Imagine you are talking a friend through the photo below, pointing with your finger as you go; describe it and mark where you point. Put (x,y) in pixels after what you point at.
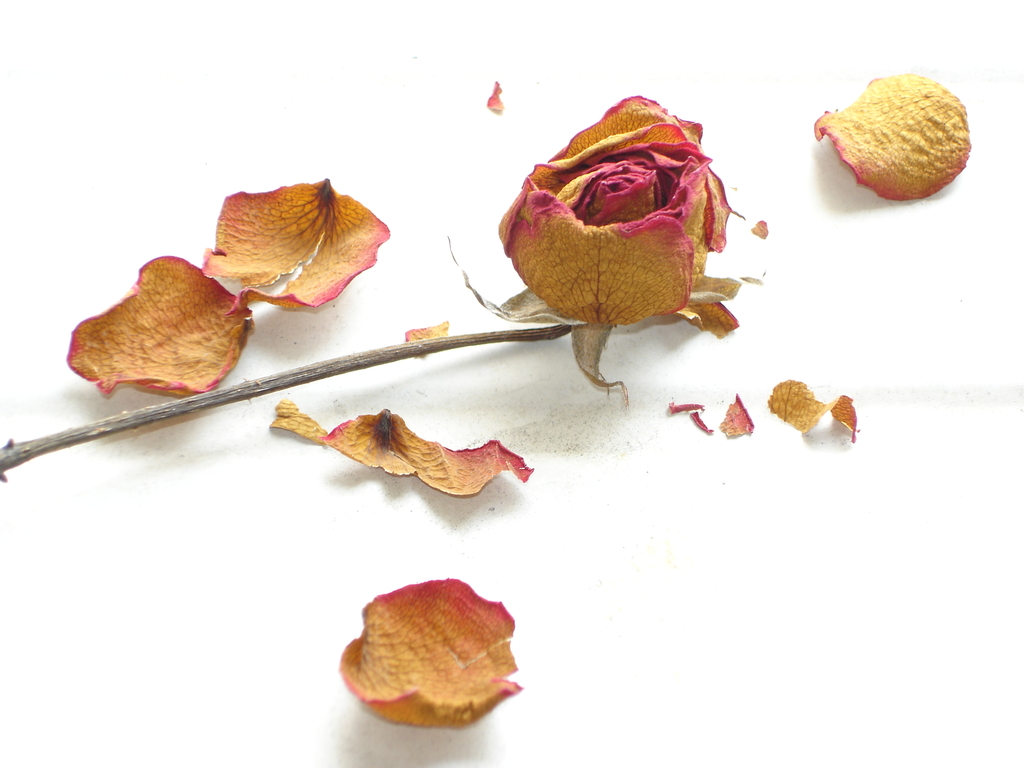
In this picture we can see a dried flower (608,238) with the stem (463,343) and there are flower petals (140,310) on the white object (564,466).
